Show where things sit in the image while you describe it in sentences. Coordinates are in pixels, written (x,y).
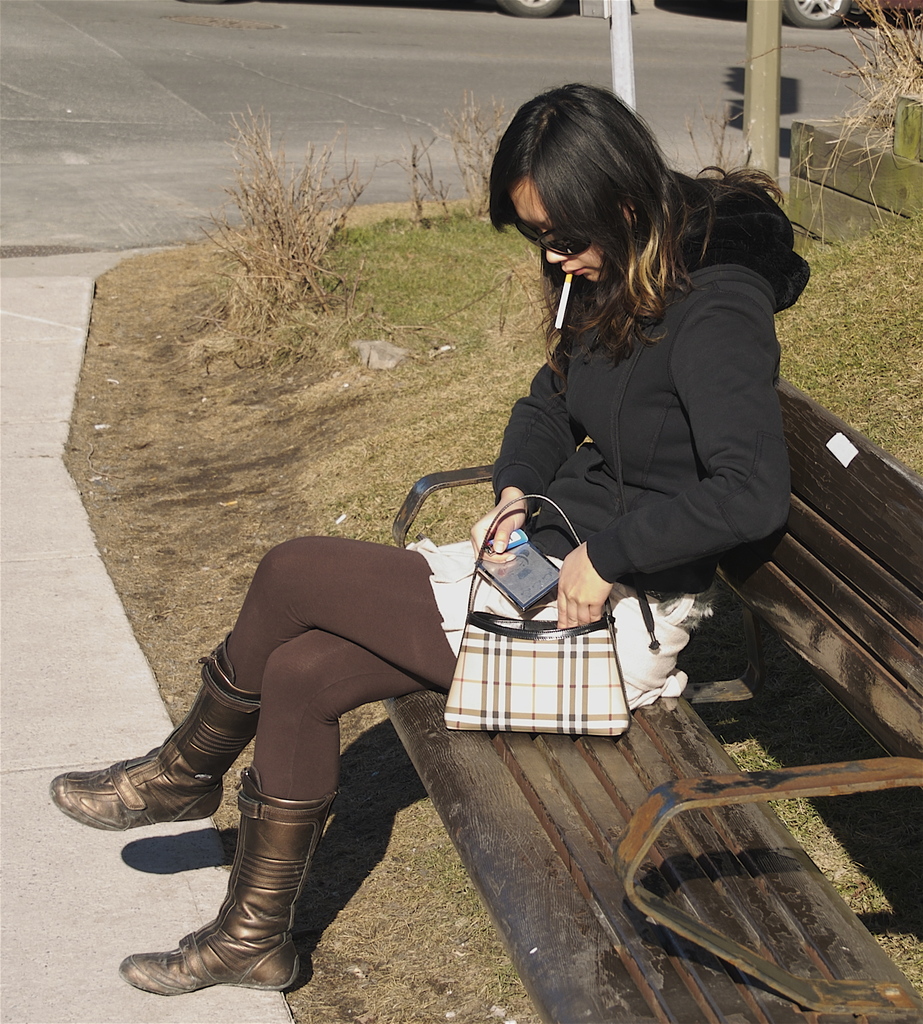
In this picture we can see a woman (739,253) wearing a black dress (685,341) sitting on a bench (850,762) beside the road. She is holding a purse (602,626) with a cigarette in her mouth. Here we can see the grass (534,278).
